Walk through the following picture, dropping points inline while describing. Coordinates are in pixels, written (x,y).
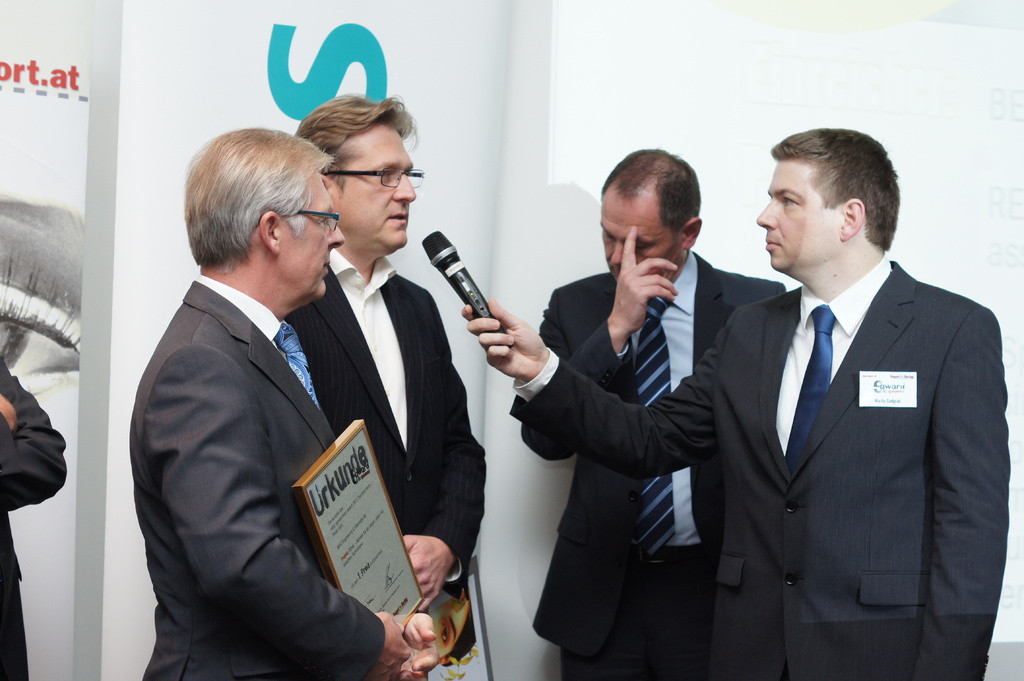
In the image we can see there are people (990,323) who are standing and a person (840,339) is holding mic (461,258) in his hand (480,336) and another person (262,563) is holding photo frame (336,553).
